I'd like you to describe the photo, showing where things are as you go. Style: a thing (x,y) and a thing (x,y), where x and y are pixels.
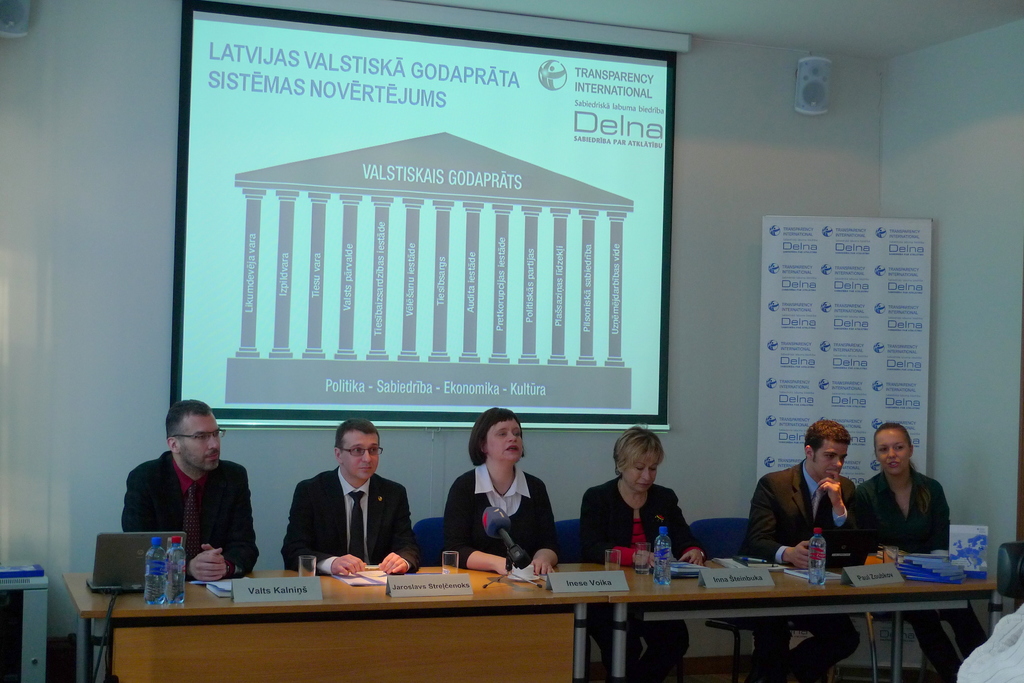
In this image we can see a group of people (492,491) are sitting on the chairs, in front (479,578) here is the table (622,597), laptop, and bottles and some objects (721,561) on it, at back (518,193) here is the projector screen (508,250), here is the wall (962,86).
